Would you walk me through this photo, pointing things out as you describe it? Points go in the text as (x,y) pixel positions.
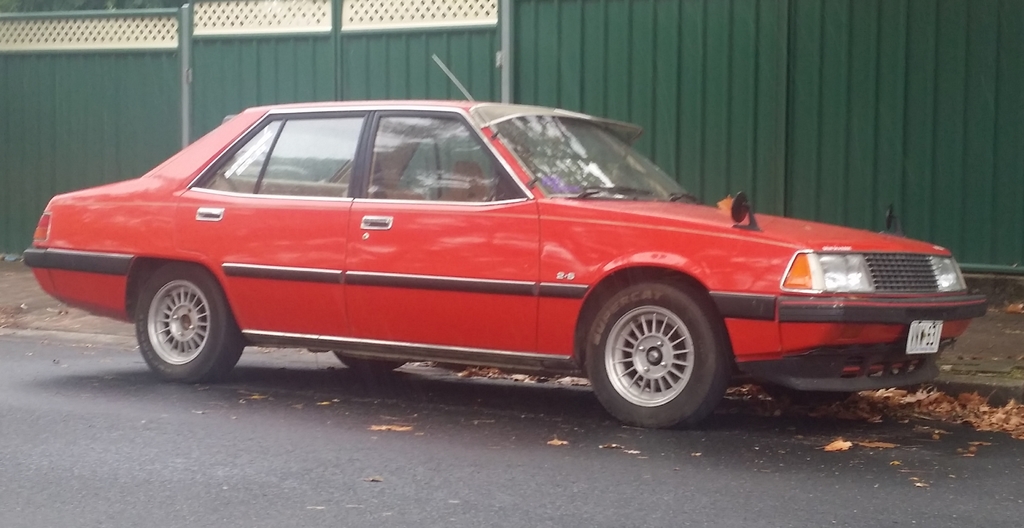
In this picture I can see there is a red color car (463,328) parked here on the left side of the road (379,395) and there is a green color wall (747,95) in the backdrop (850,130) and also there are some dry leaves (850,415) here on the floor (501,398).
